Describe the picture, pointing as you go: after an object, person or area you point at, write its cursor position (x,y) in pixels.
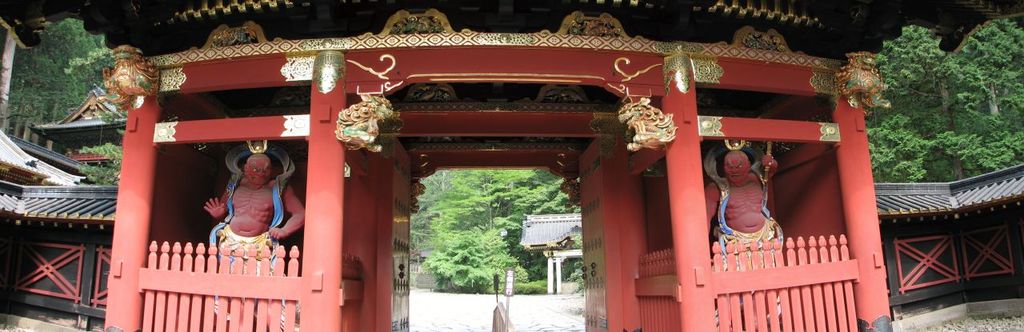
In this image, we can see an arch (596,137) contains sculptures (282,226). There is a shelter house (86,139) on the left side of the image (79,142). In the background of the image (919,123), there are some trees (59,94).
